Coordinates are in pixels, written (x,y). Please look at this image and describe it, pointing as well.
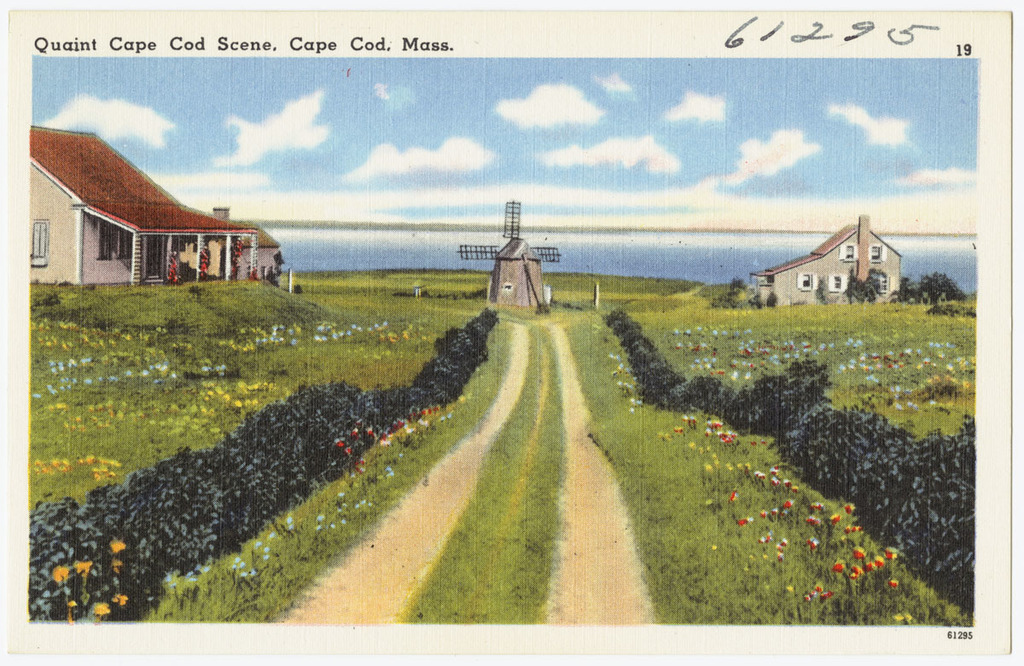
In this image we can see a picture of houses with roof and windows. We can also see some plants (346,400), grass (541,453), a pathway (534,464), a windmill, a large water body (464,266), poles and the sky (335,143) which looks cloudy. On the top of the image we can see some printed text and some written numbers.
